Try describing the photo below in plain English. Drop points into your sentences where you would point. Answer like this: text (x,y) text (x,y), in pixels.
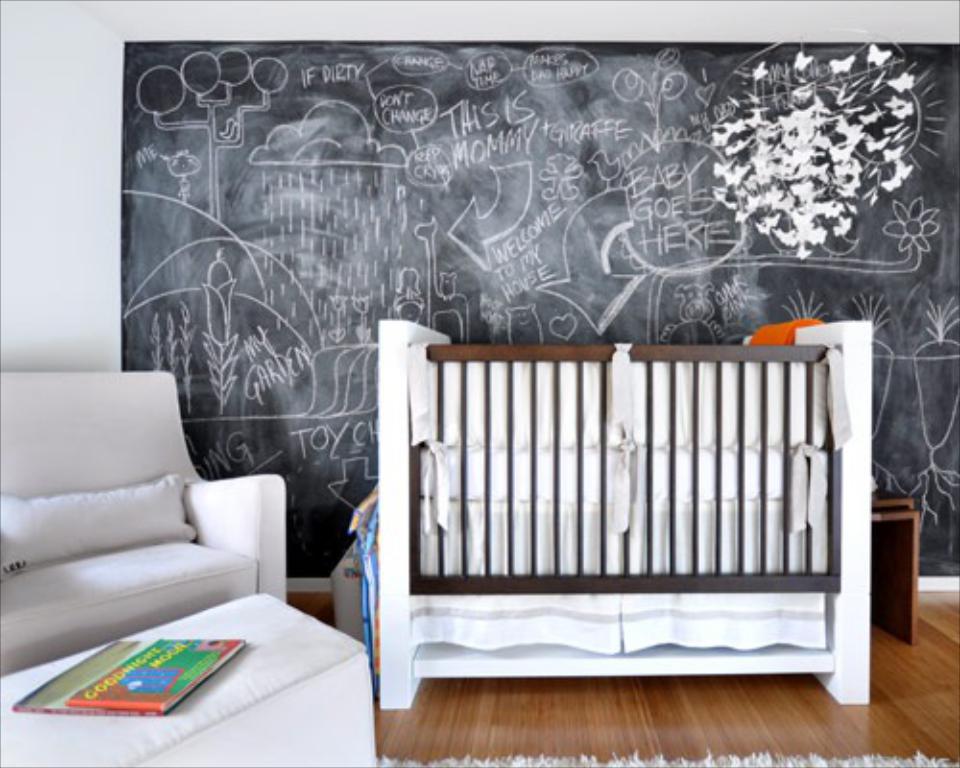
In this image, we can see sofas (239,616) and some books (199,673) are placed on them. In the background (428,234), there is a crib (686,456) and there is a board (592,178) and some text (673,226) and drawings (680,163) are written. At the bottom (685,725), there is floor (711,711).
